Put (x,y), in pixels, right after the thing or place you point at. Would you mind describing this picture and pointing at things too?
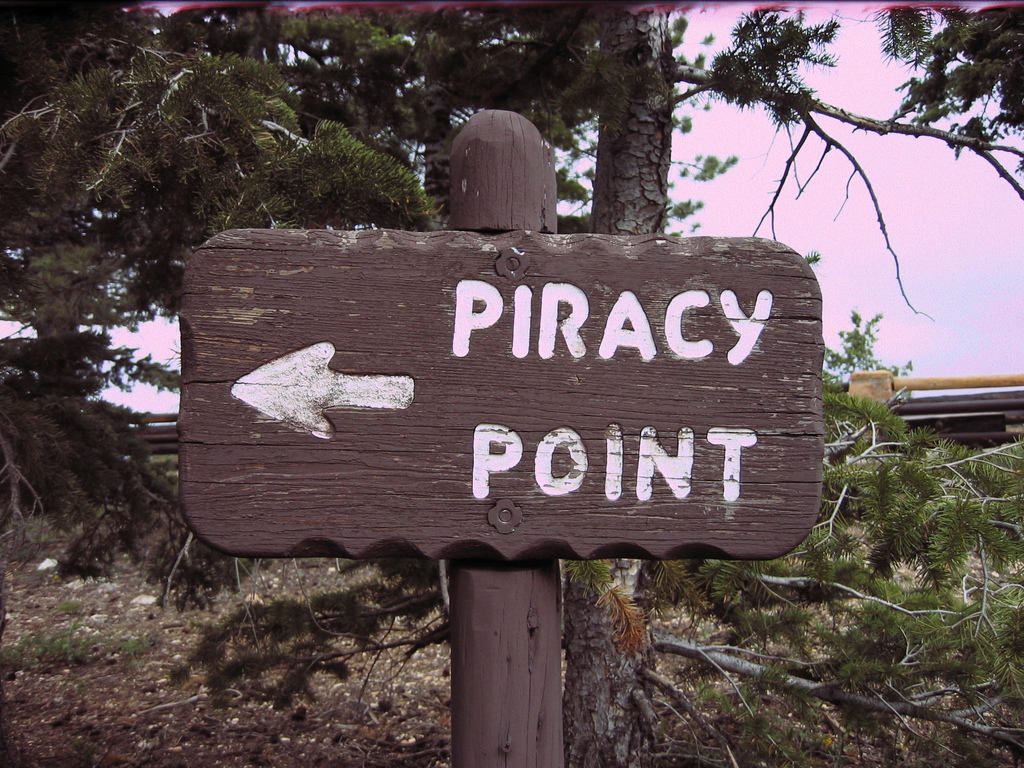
In this image, we can see a wooden pole (531,662) with some text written on it. In the background (471,11), we can see some trees (825,136) and the sky (926,241).
